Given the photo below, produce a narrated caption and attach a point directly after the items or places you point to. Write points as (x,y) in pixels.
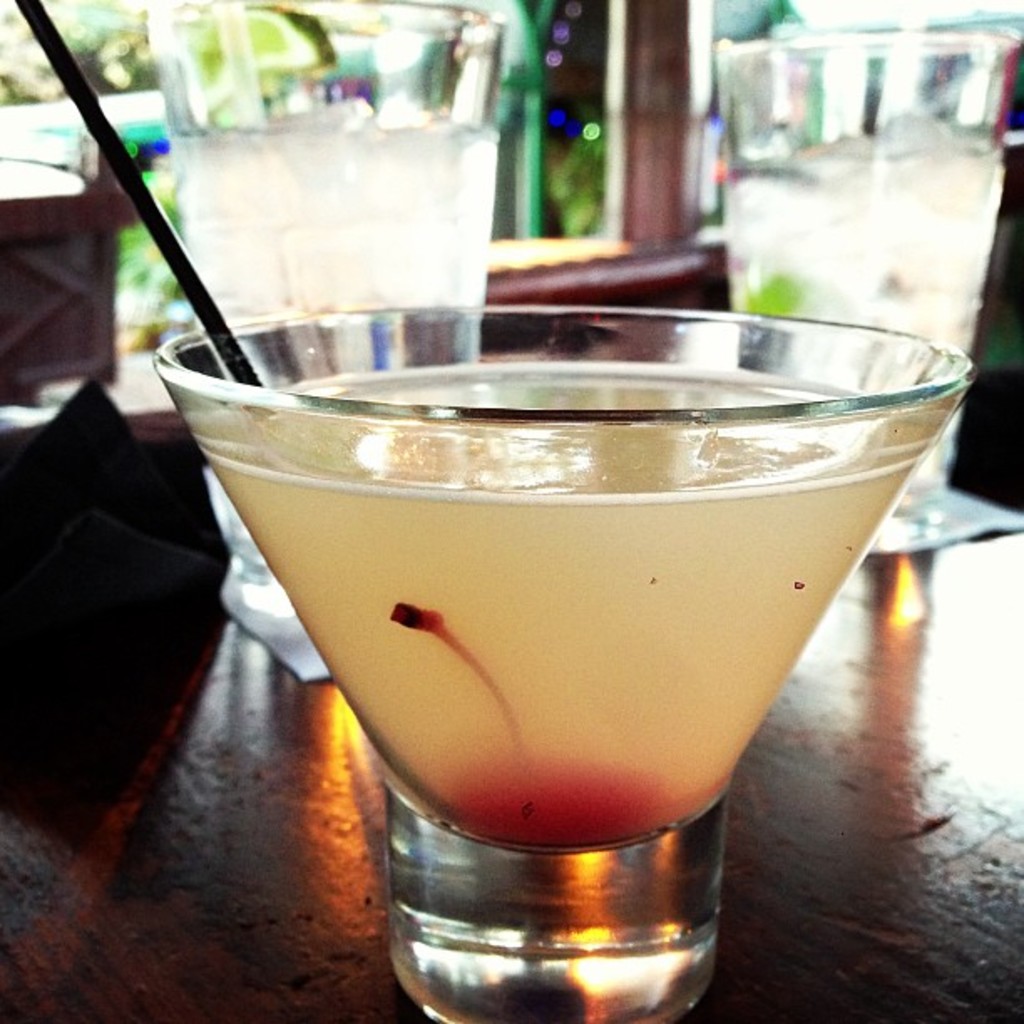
In this image we can see three drink glasses (541,571) on the table (880,935). There is a straw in a drink glass (428,432).
